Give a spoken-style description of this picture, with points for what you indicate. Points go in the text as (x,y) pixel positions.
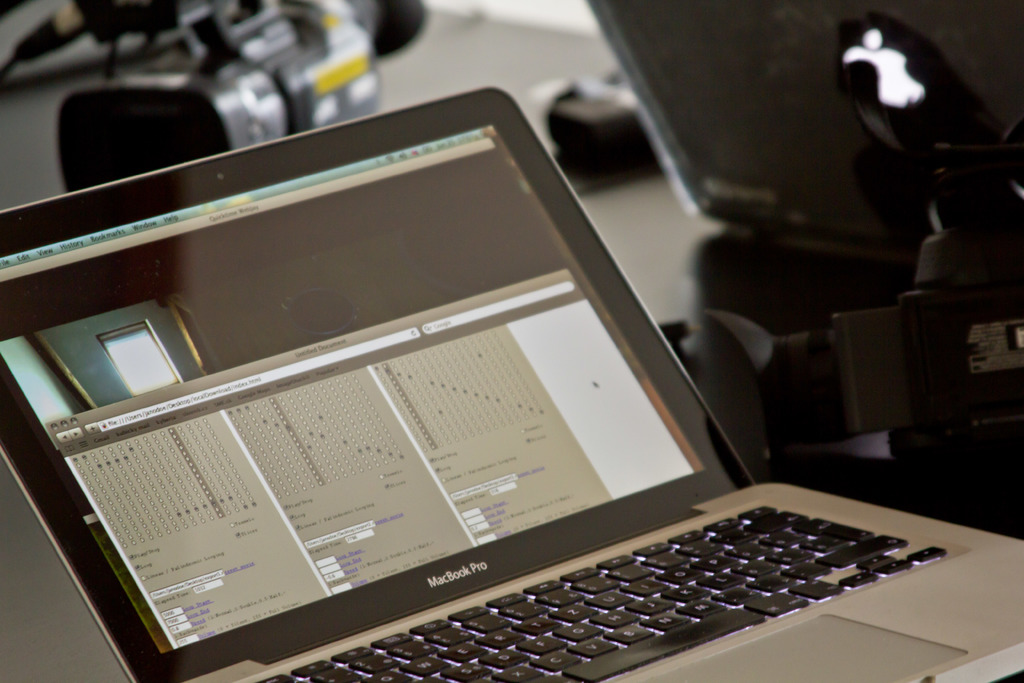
This image consists of a laptop (245,394) and a camera (240,68). To the right (1001,409), there is a camera stand (964,350). These all are kept on a table (642,219).
